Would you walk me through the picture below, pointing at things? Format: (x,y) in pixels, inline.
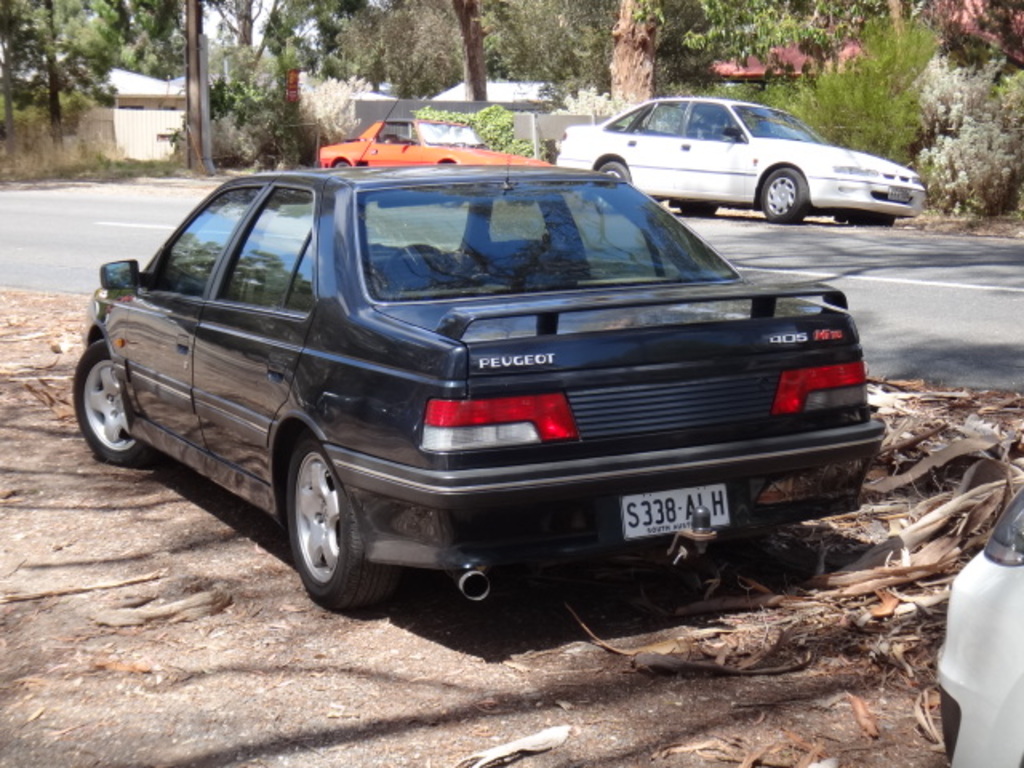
In this picture there is a black color car (441,552) parked in the front (730,523) bottom side of the image (421,534). Behind there are two more cars (811,141) parked on the road side (22,195). In the background (924,74) there are some trees (262,111).
